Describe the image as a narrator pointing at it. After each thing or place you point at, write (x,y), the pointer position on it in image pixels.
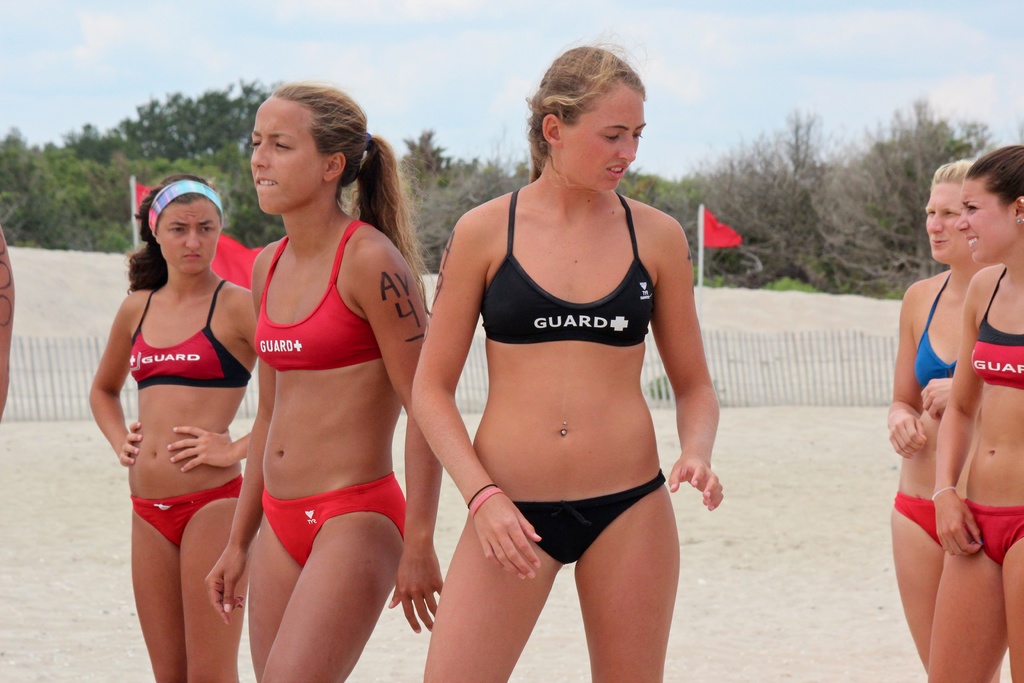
In the foreground of the picture (411,289) we can see group of women (974,518). The picture might be taken in the beach (65,315). In the foreground of the picture (849,592) there is sand (847,605). In the middle of the picture (481,380) there are flags (702,240) and railing (759,338). In the background (120,181) there are trees (62,214) and sky (506,59).
